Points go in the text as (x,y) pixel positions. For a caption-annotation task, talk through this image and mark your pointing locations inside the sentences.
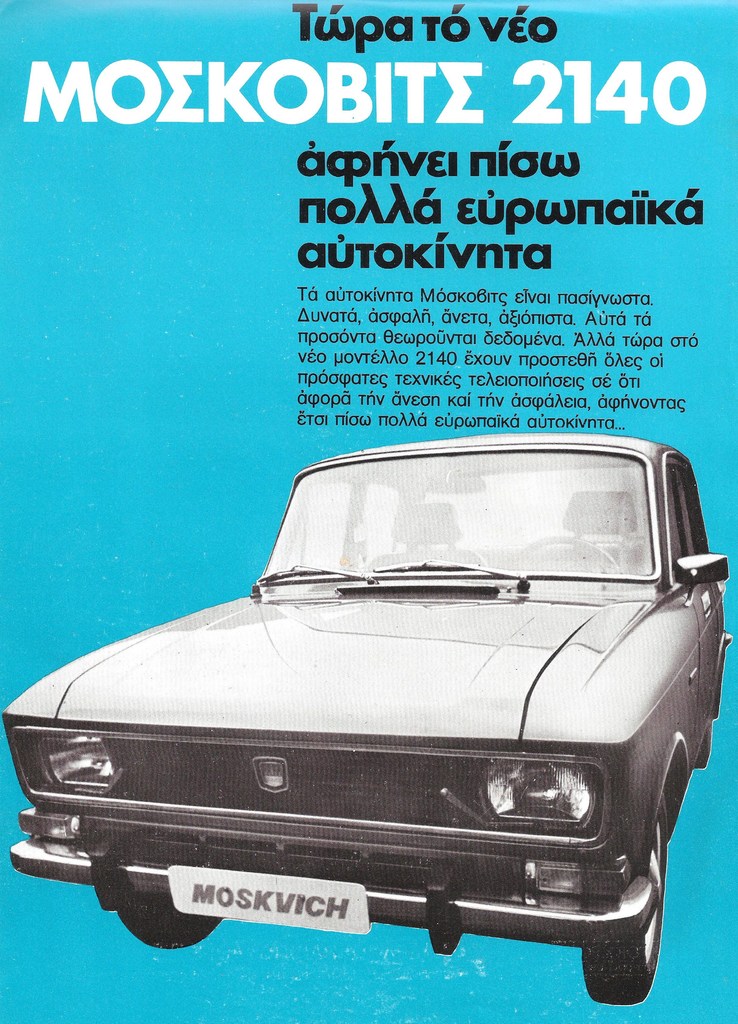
This looks like a poster (141,375). I can see the picture of a car (571,653). These are the letters (387,153) on the poster (410,317). The background (90,604) looks blue in color.
